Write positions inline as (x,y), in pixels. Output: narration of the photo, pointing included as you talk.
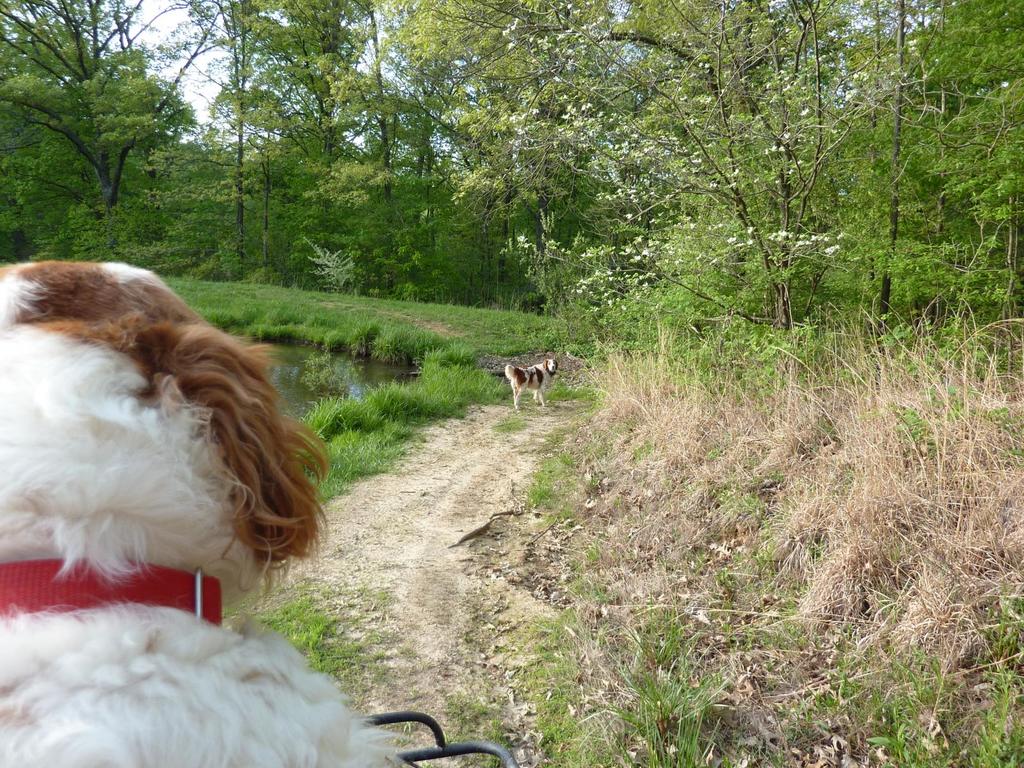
In this image there are two dogs (208,469), there is grass (482,400), there are plants (328,268) there are trees (874,162), there is a pond (301,376).
